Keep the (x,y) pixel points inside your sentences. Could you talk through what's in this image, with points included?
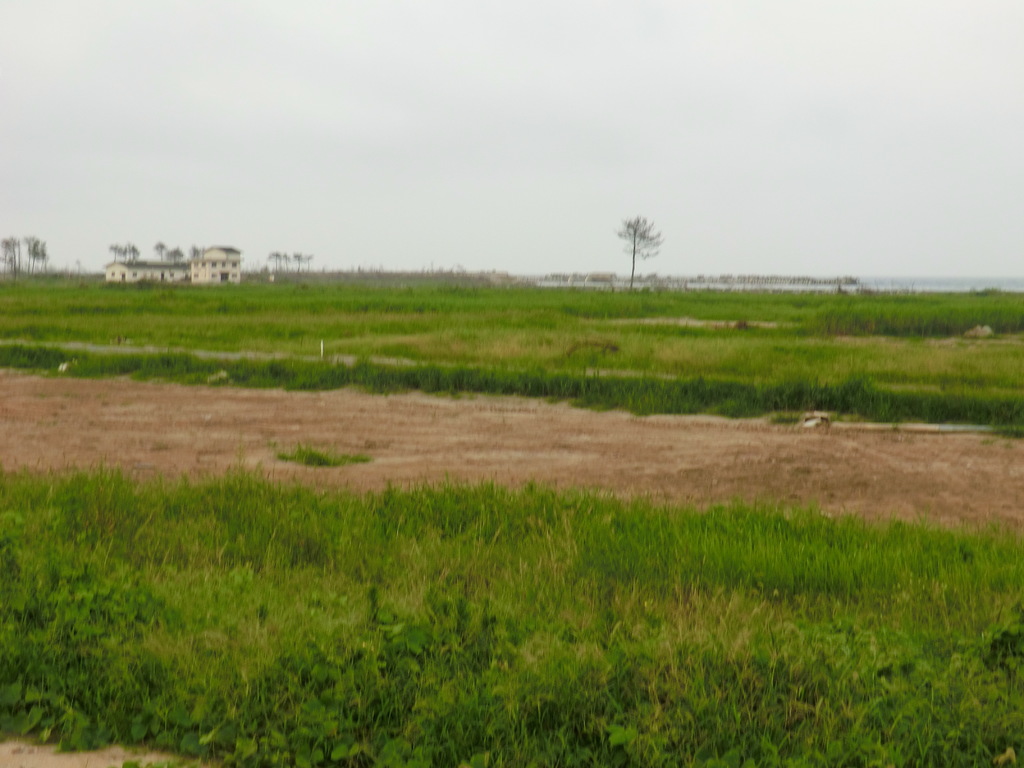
This image consists of many plants (445,302) and grass (440,619). At the bottom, we can see the ground (557,404). In the background (211,267), there is a building (152,278). At the top (552,87), there is sky (381,113).
